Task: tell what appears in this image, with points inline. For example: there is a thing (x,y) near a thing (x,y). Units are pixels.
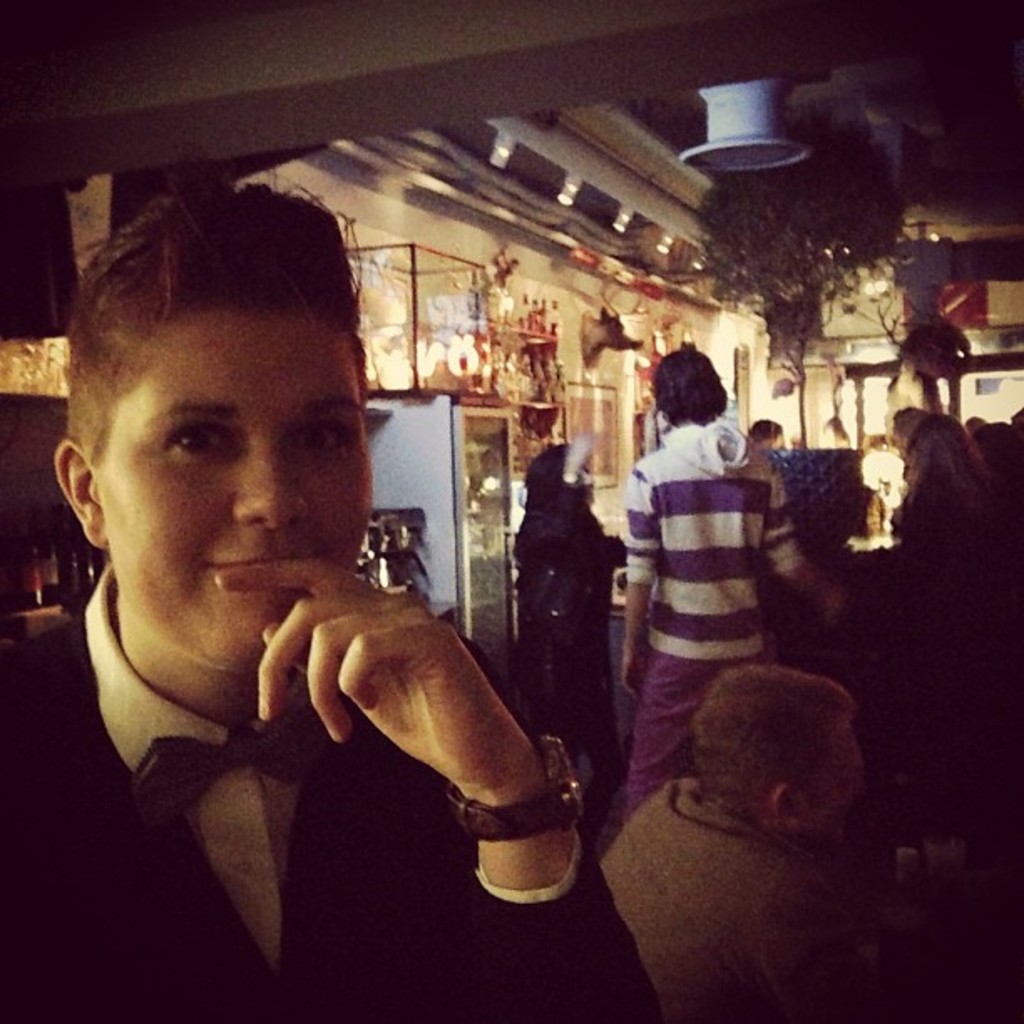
In this image, we can see people (129,490) standing and some of them are sitting. In the background (737,191), there are stands (508,355), lights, trees (801,230) and walls (749,334). At the top (366,70), there is roof (731,70) and we can see an object (758,139) which is in white color.
